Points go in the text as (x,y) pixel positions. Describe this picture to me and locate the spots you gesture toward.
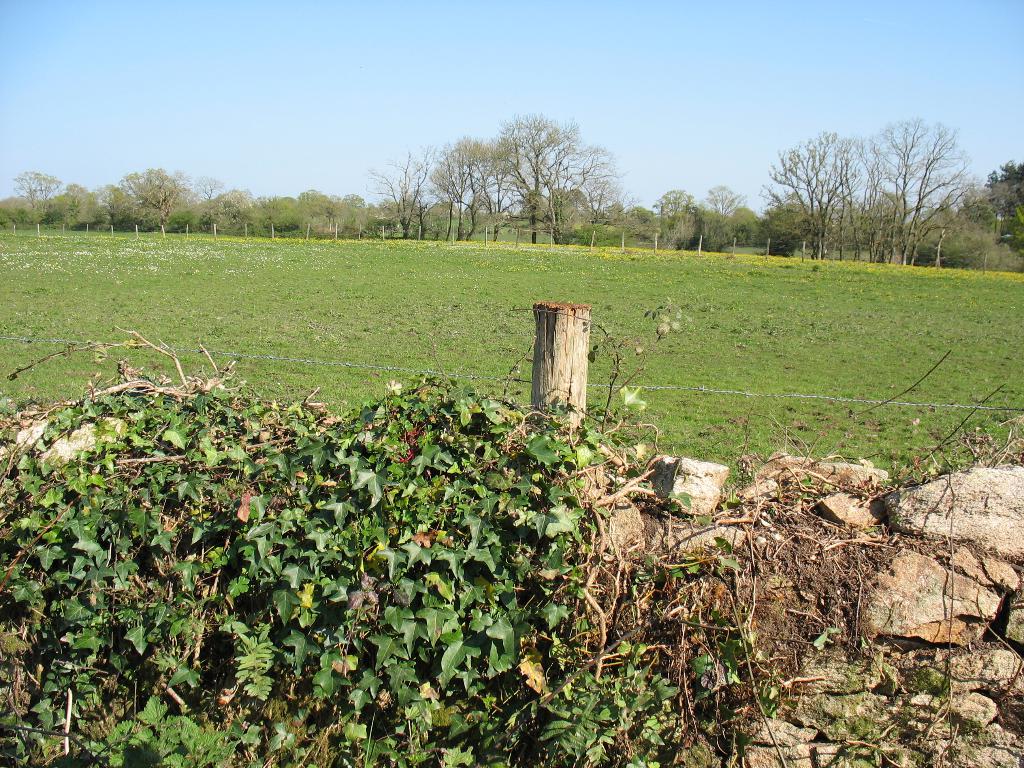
In this image on the right side (862,629), I can see the stones (902,559). In the background (510,277), I can see the grass (358,318), trees (443,233) and the sky (428,84).
